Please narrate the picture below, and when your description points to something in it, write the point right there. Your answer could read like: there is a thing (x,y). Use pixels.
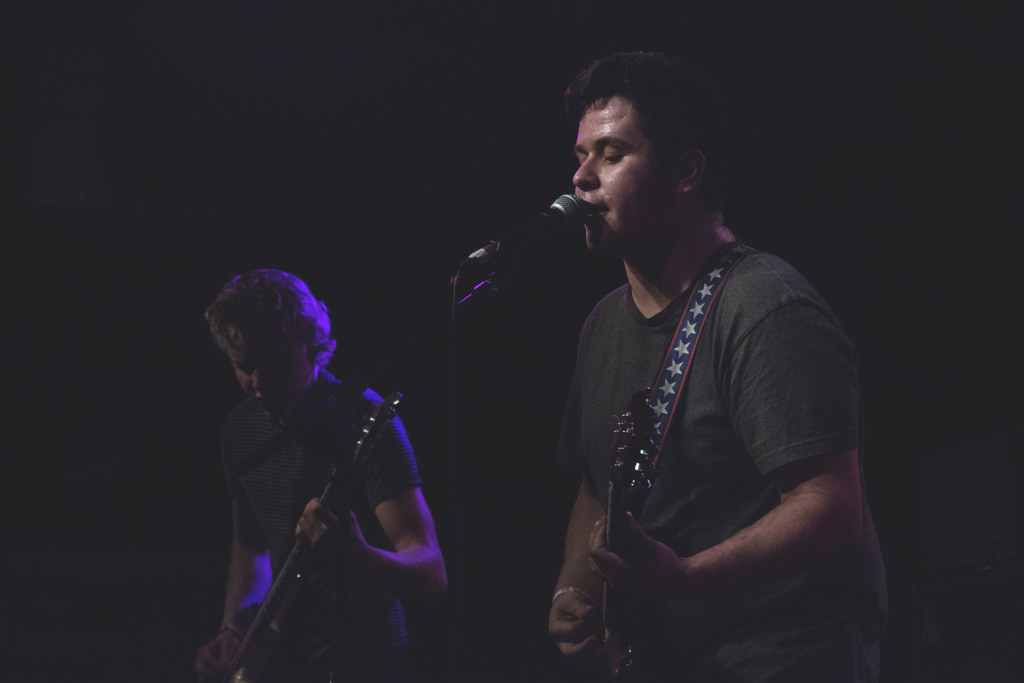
Background (890,109) is dark. We can see two persons (635,331) standing and playing guitar (621,486). We can see this man (595,210) standing in front of a mike (560,209) and singing.
